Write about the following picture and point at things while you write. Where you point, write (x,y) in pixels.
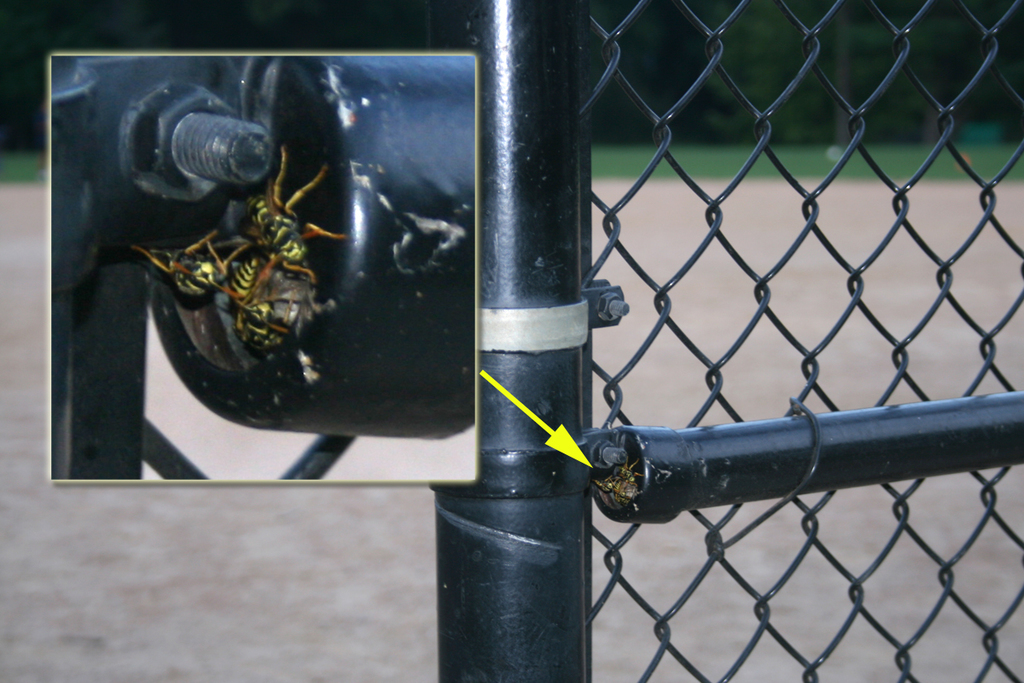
There is a screenshot of a part of the fencing (646,504) which is in black color, on the ground (388,677). In the background (956,215), there is ground (26,231), there is grass (962,169) on the ground (984,149) and there are trees (615,23).
